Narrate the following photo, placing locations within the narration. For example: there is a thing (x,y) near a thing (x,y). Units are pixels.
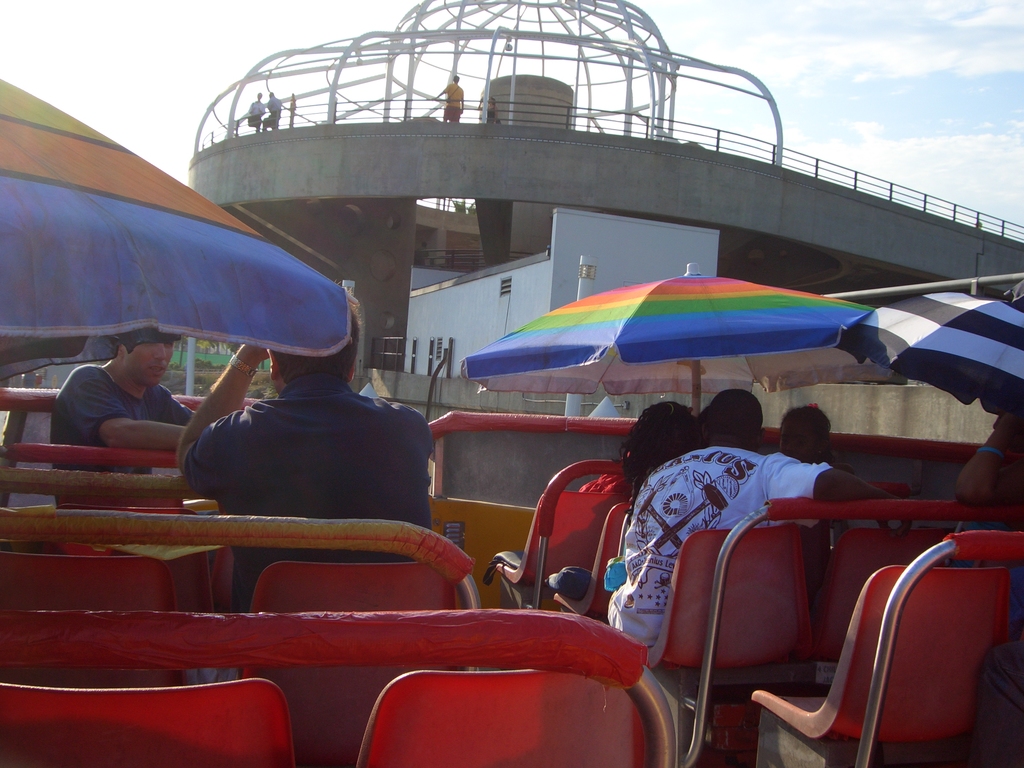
In this image there are group of people (347,408) sitting on the bench (717,554), there is an umbrella (260,273) in the image and at the background (429,212) there is a building (491,177), sky (947,134) and three persons (454,114) standing on the building (496,163).
